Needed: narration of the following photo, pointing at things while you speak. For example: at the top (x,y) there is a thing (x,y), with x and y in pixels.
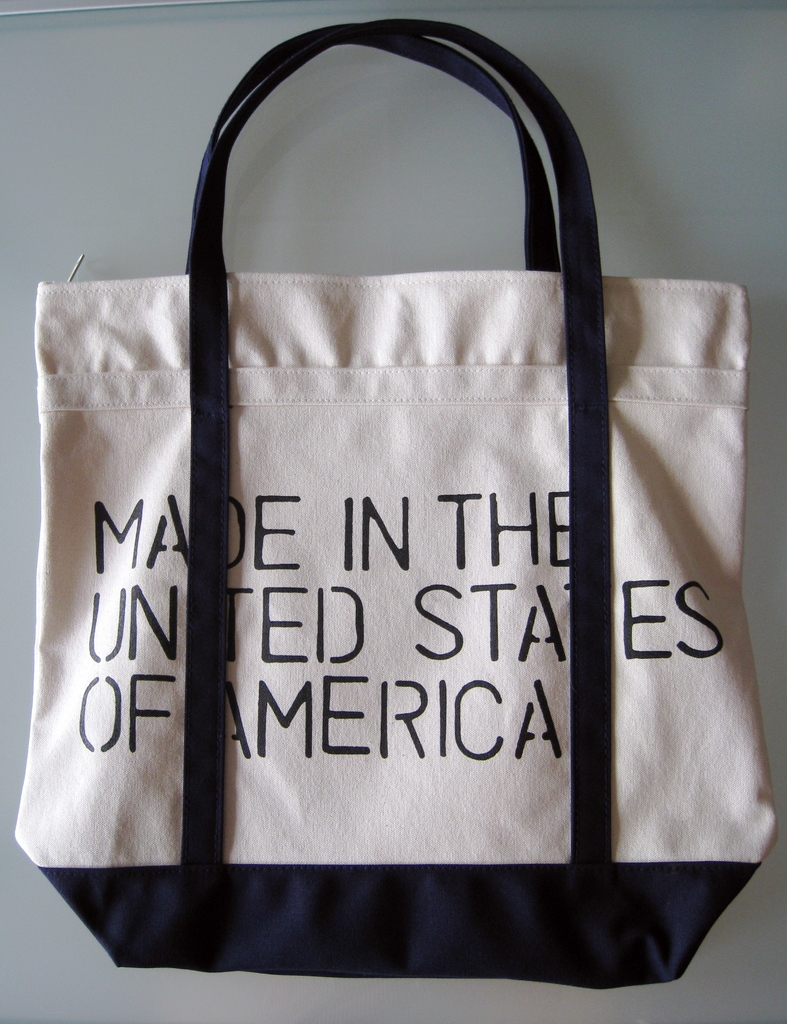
In this picture, we see a white bag (567,576) having black handles (495,79). On the back (417,715) it is written as "Made in the United States of America".
